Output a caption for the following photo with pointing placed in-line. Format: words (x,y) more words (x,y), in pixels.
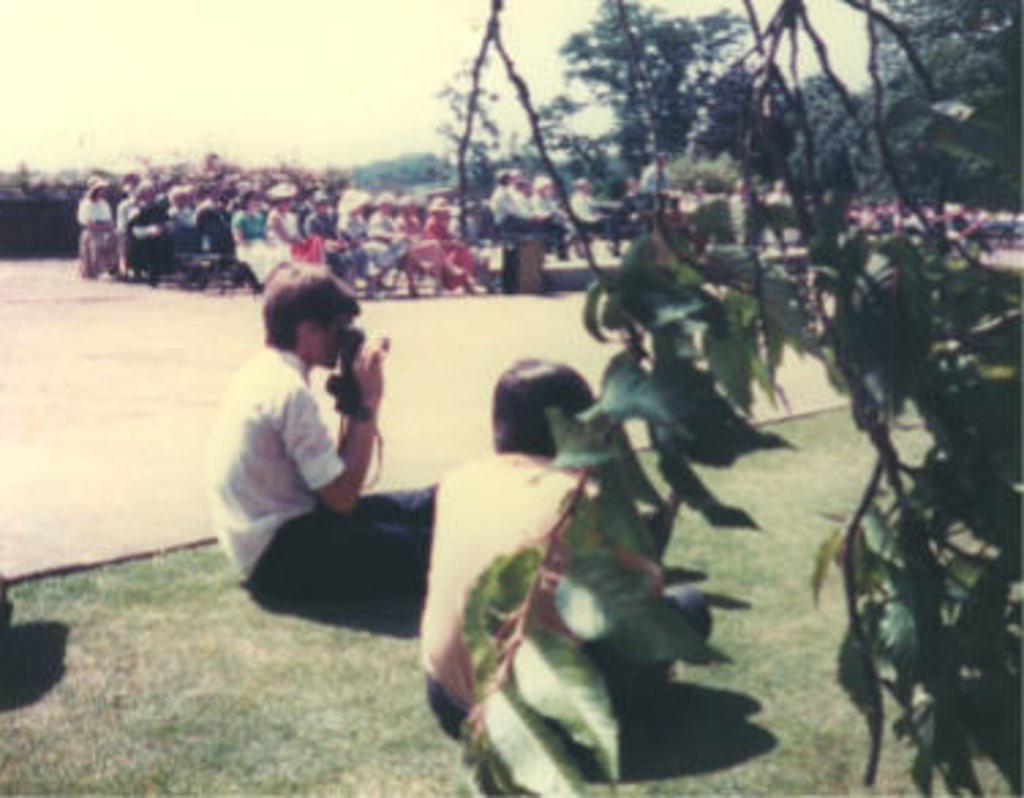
It looks like an old image. We can see there are two people (353,517) sitting on the grass (318,602) and a person (311,487) is holding an object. Behind the two people (286,431) there is a group of people (262,201) sitting on some objects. Behind the people (422,212) there are trees (646,108) and the sky (234,22).
